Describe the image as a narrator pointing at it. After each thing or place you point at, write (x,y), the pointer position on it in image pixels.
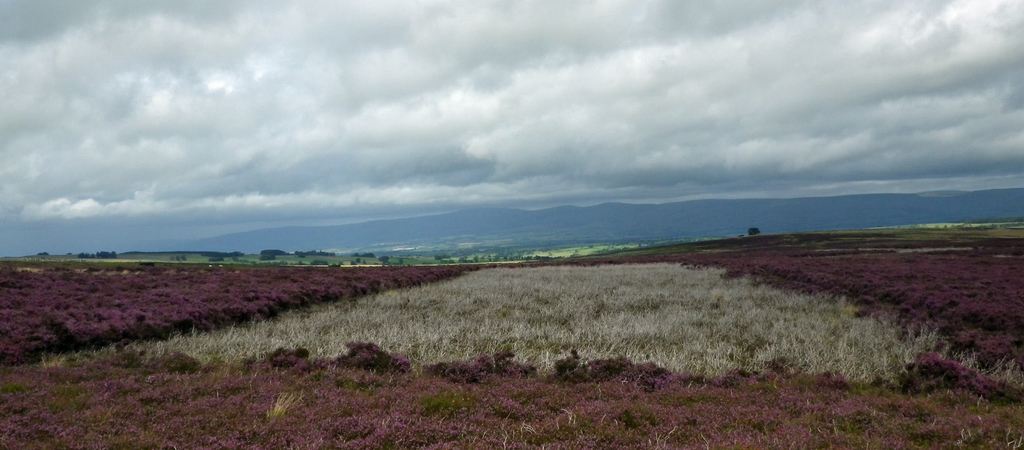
In this image we can see the grass (228,346), trees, hills (252,243), at the top (559,111) we can see the sky (504,40) with clouds (553,70).
